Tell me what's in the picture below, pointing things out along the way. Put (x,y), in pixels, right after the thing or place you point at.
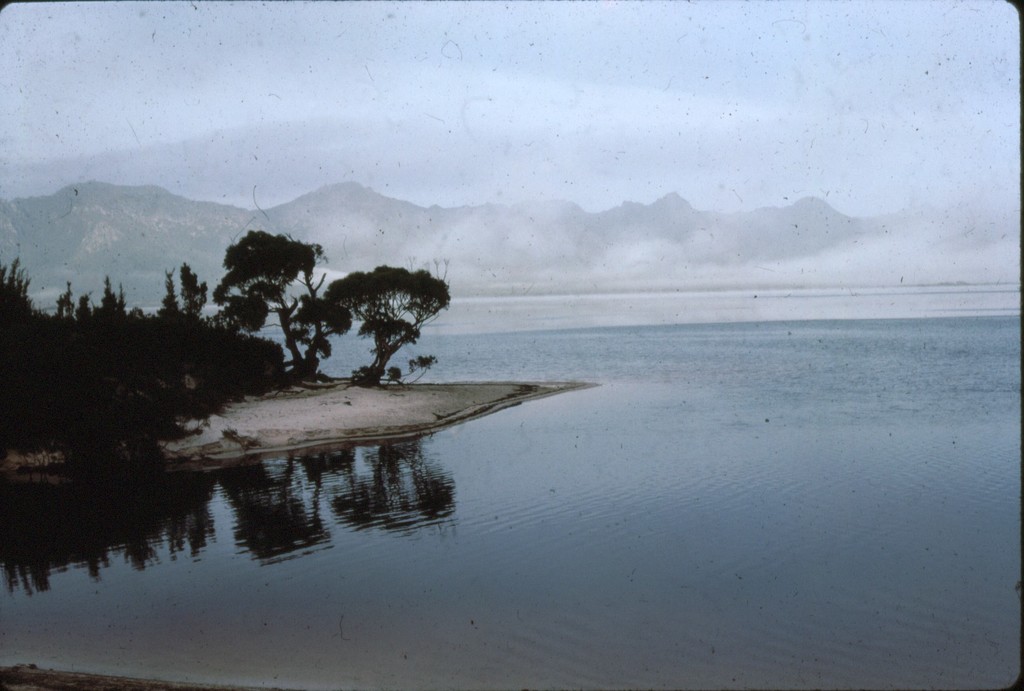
This image looks like a photo frame in which I can see trees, water (840,442), mountains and the sky (962,183).
